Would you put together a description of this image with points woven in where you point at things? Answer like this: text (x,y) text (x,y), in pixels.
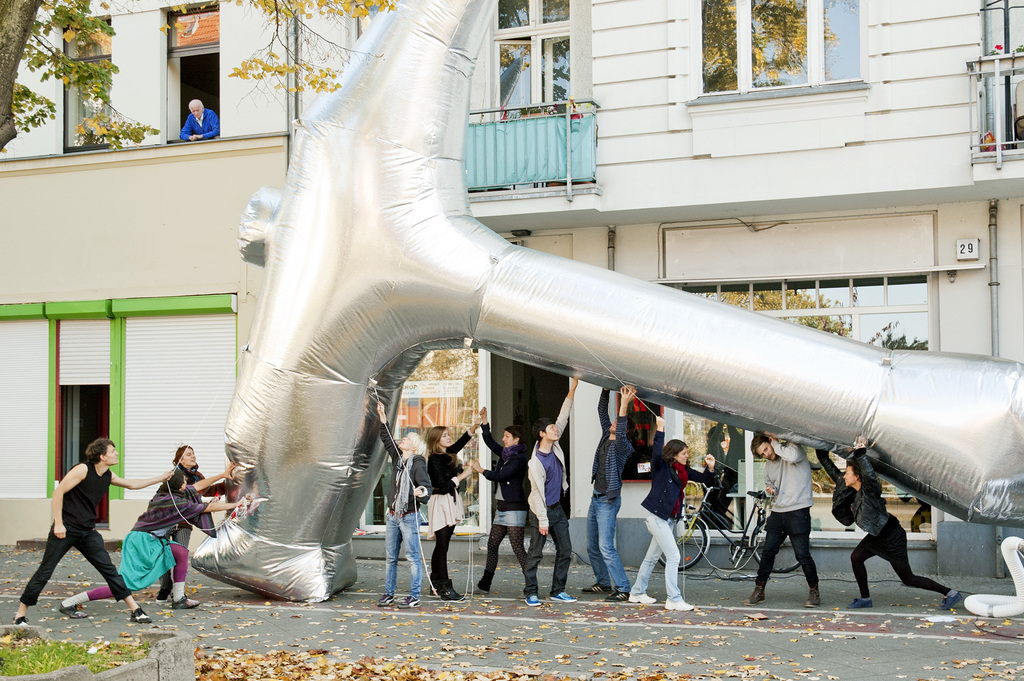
In this image there is a big balloon (309,601) on the road (268,614). Few persons (540,554) are holding the balloon (711,366) which is on the road (910,603). Behind them there is a bicycle (696,514) on the road (770,583). A person (196,119) is peeking out from the window (182,119) of a building (283,161). Left top there is a tree (17,33) having few branches (111,73) with leaves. Bottom of image (256,670) there are few leaves (327,663) on the road (453,630). Left bottom there's grass (84,652) on the land (89,650).
